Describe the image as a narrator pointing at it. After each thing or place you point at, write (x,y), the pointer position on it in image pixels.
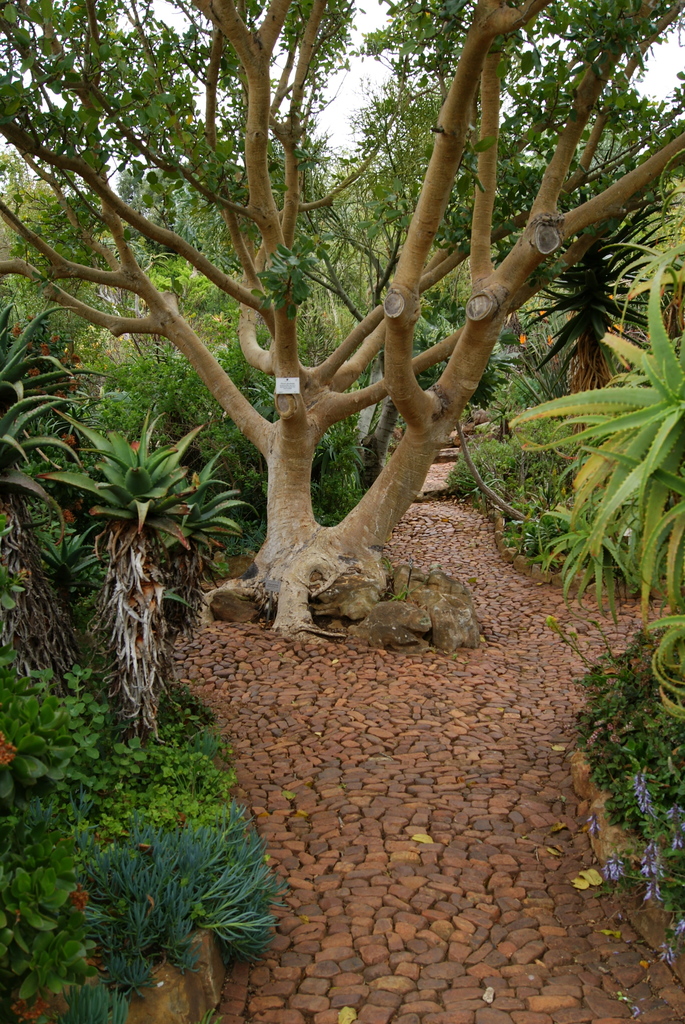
In this image I can see trees (489,331) and plants (468,284) in green color, background (341,107) the sky (364,97) is in white color.
